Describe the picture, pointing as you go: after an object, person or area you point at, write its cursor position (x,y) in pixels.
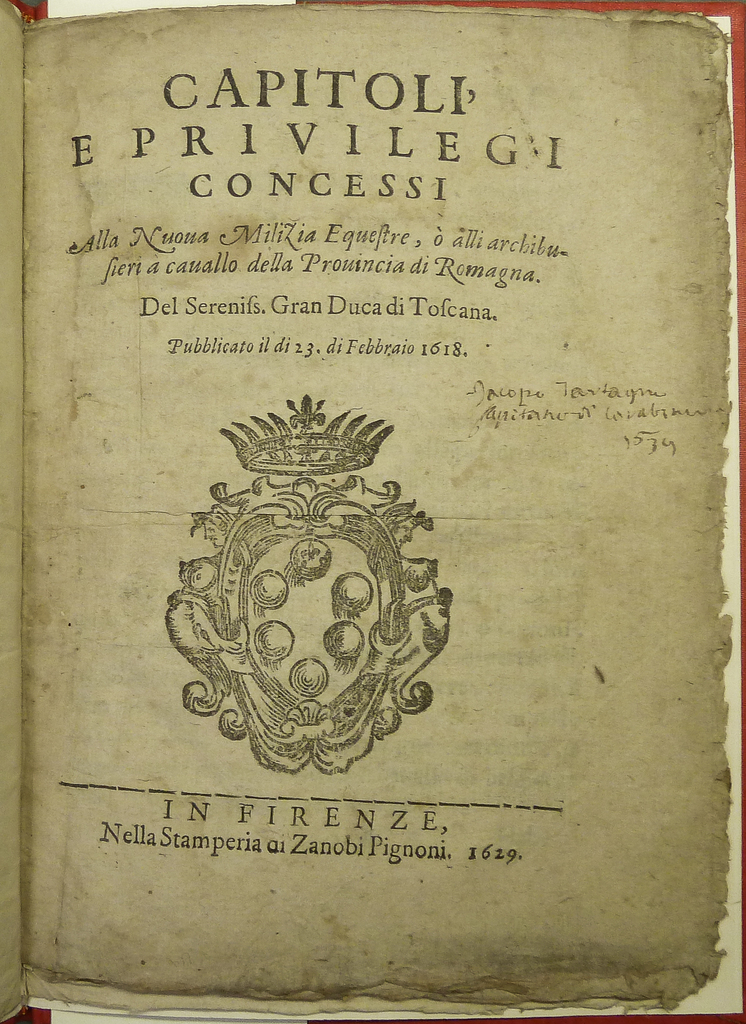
This is a picture of the paper (276,375) of a book (245,205), where there is a name (427,178) of the book (399,171), logo (237,641) and some words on the paper (277,401).
